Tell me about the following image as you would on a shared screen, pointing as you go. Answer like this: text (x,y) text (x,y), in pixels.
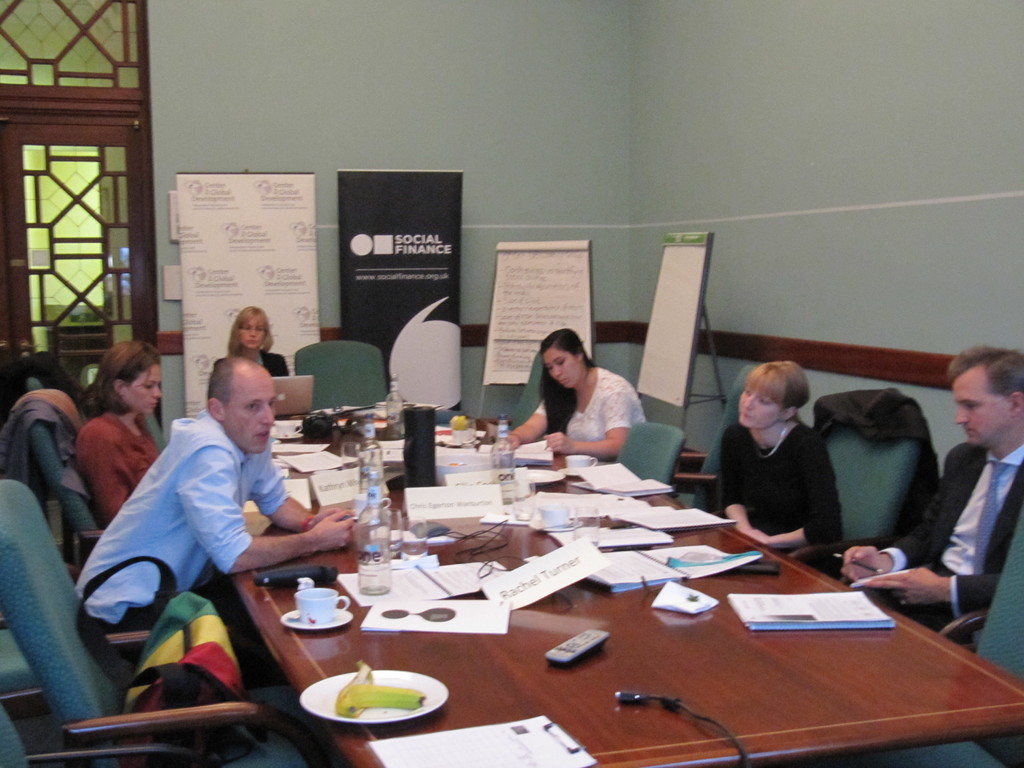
In the image we can see few persons (948,454) were sitting on the chair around the table (612,680). On table (749,667) we can see papers (419,590), water bottle (383,538), cup (327,612) etc. Back we can see wall (242,121), notice boards (543,284), glass window (58,202) and few more objects (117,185) around them.
